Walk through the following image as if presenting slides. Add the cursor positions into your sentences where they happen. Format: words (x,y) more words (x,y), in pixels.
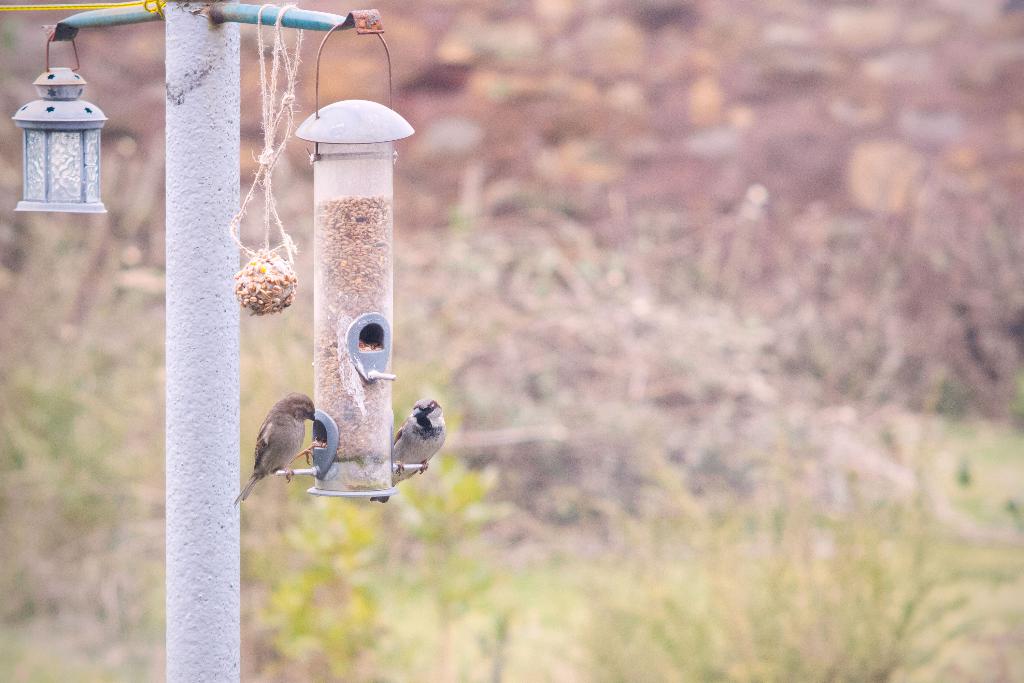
There are birds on a bird feeding station (320,177) in the foreground area of the image (264,272), it seems like there are plants (771,398) in the background (730,401).
